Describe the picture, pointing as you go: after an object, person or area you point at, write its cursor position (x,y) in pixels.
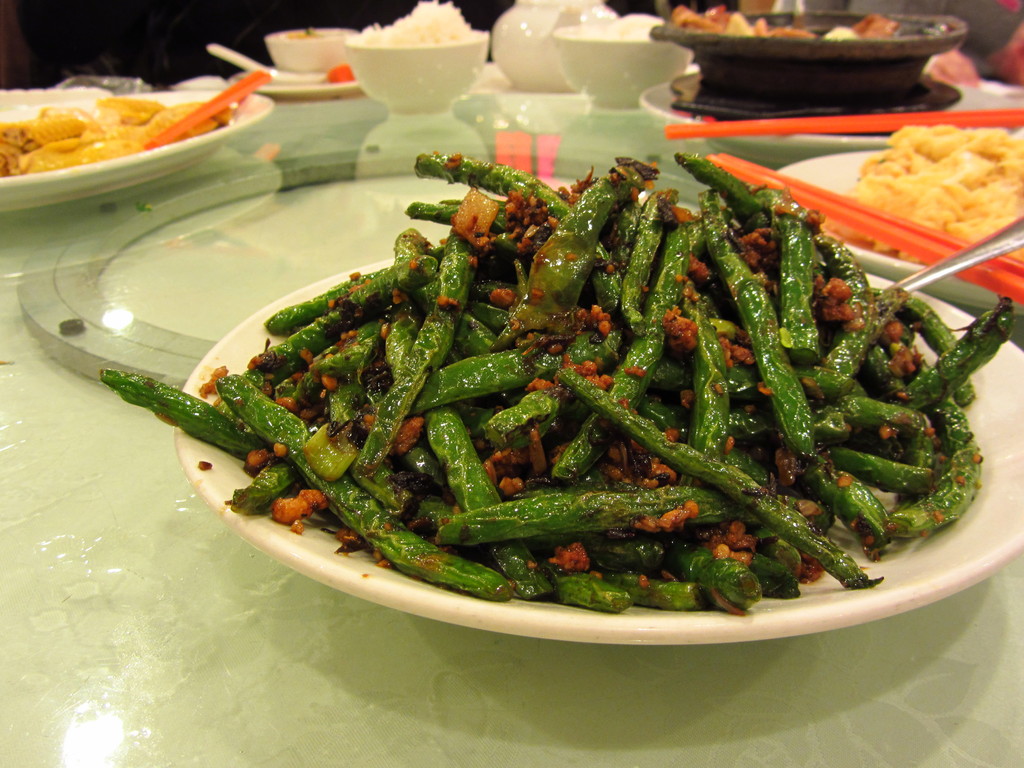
In this picture we can see a table (236,692) at the bottom (336,650), there are some plates (440,602) and bowls (820,58) present on the table (386,116), we can see some food (630,289) and spoons (921,283) in these plates (801,133) and bowls (318,61), we can see a dark background (143,34).
